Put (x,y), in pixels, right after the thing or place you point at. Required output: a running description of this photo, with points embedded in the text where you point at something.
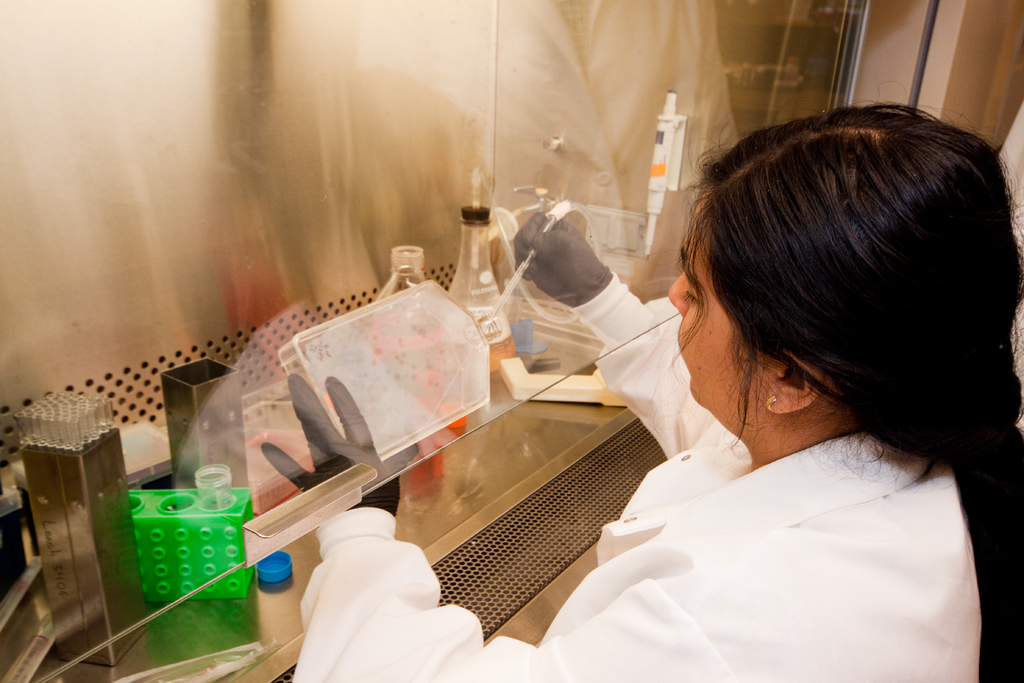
In this picture we can see a woman (761,568) in the white dress (729,605) is doing some work and in front of the woman (702,563) there is a glass (441,336), bottle (511,336) and some other things (303,461).
